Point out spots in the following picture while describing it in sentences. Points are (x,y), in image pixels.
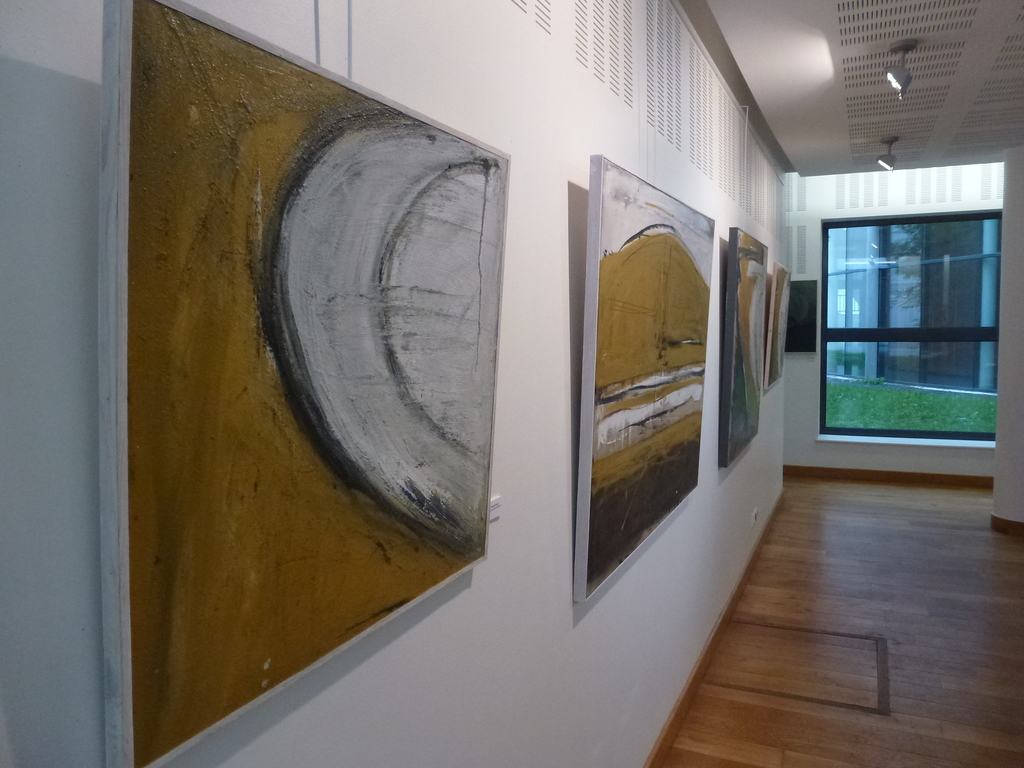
In this image there are paintings (705,340) attached to the plain white wall (516,403). On the right (828,577) we can see a glass window (923,352) and also floor (903,602). At the top (843,56) there is roof (863,60) for shelter.
